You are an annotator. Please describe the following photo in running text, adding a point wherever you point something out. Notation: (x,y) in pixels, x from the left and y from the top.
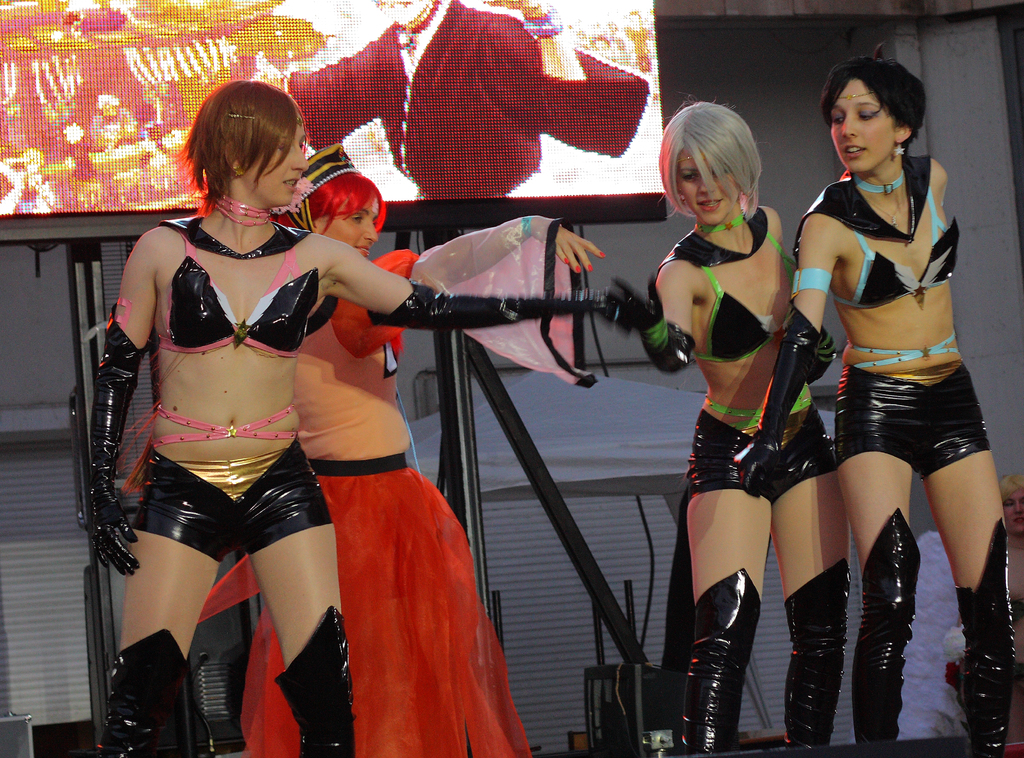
In the foreground (330,205) I can see four women's (911,549) on the stage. In the background (768,697) I can see a stand (91,240), screen (313,83) and a wall (661,223). This image is taken may be on the stage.
